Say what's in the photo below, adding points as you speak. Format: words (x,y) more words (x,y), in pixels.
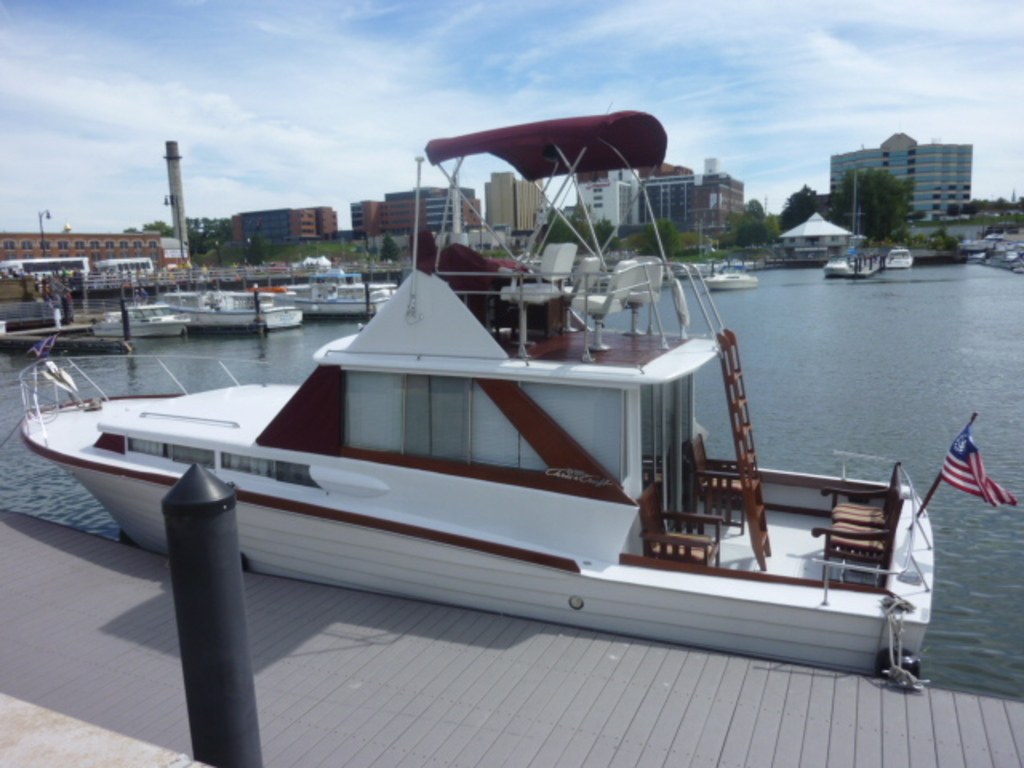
In this image, we can see ships (431,342) and boats (431,301) on the water (765,446) and there is a flag (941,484). In the background (462,190), there are buildings (941,207), poles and we can see trees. At the top (546,65), there are clouds (374,88) in the sky (586,105). At the bottom (242,714), there is a pole (231,682) on the sidewalk (456,716).
